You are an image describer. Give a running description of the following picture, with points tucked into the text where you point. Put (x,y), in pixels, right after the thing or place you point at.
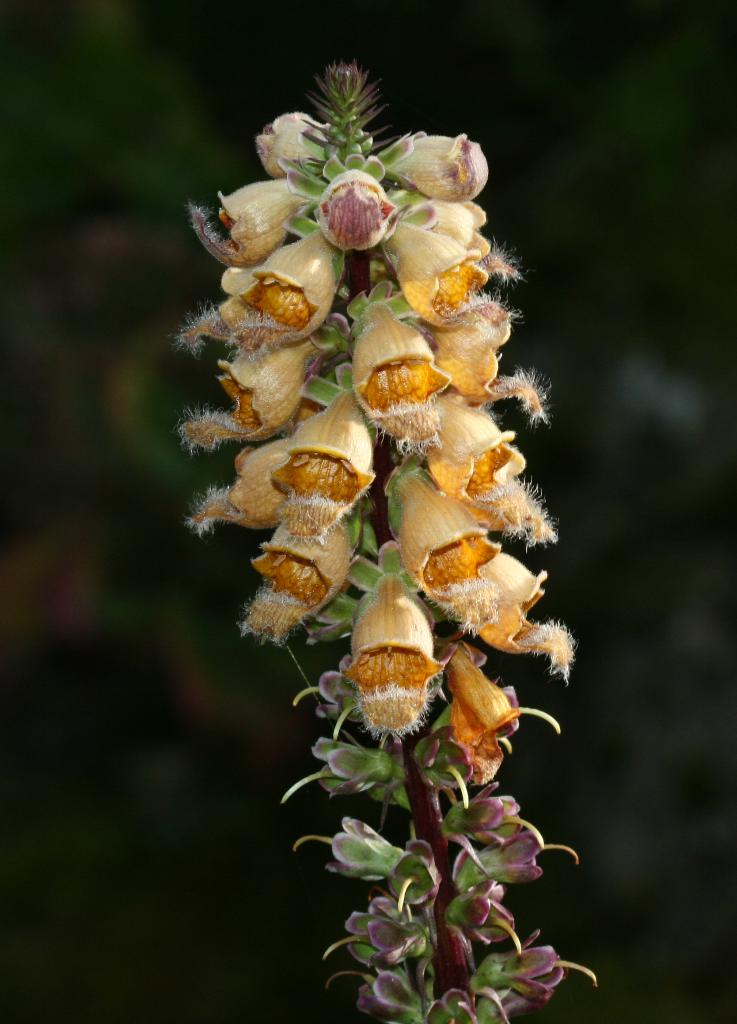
In this image, we can see a branch (376,195) of flowers (418,269) on the dark background.
